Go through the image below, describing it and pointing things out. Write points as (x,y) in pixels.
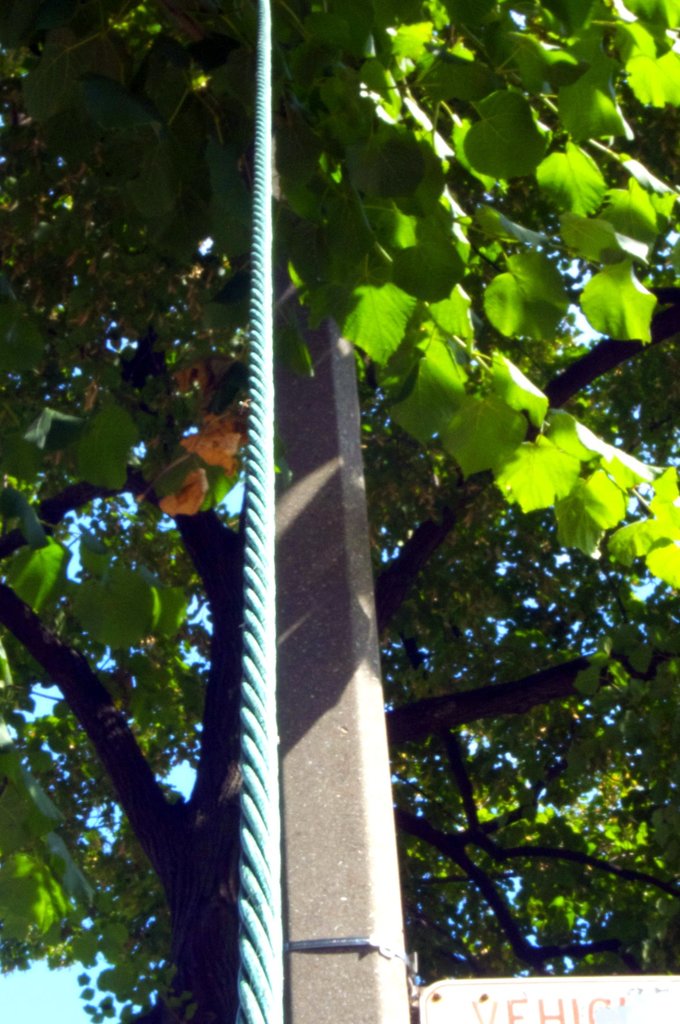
This image is taken outdoors. At the right bottom of the image (496,1002) there is a board (477,1013) with a text (573,1007) on it. In the middle of the image (323,509) there is a pole (314,607). There is a rope (264,203) and there is a tree (131,763) with leaves (115,669), stems (107,690) and branches (513,851). In this image the background (51,997) is blue in color.
